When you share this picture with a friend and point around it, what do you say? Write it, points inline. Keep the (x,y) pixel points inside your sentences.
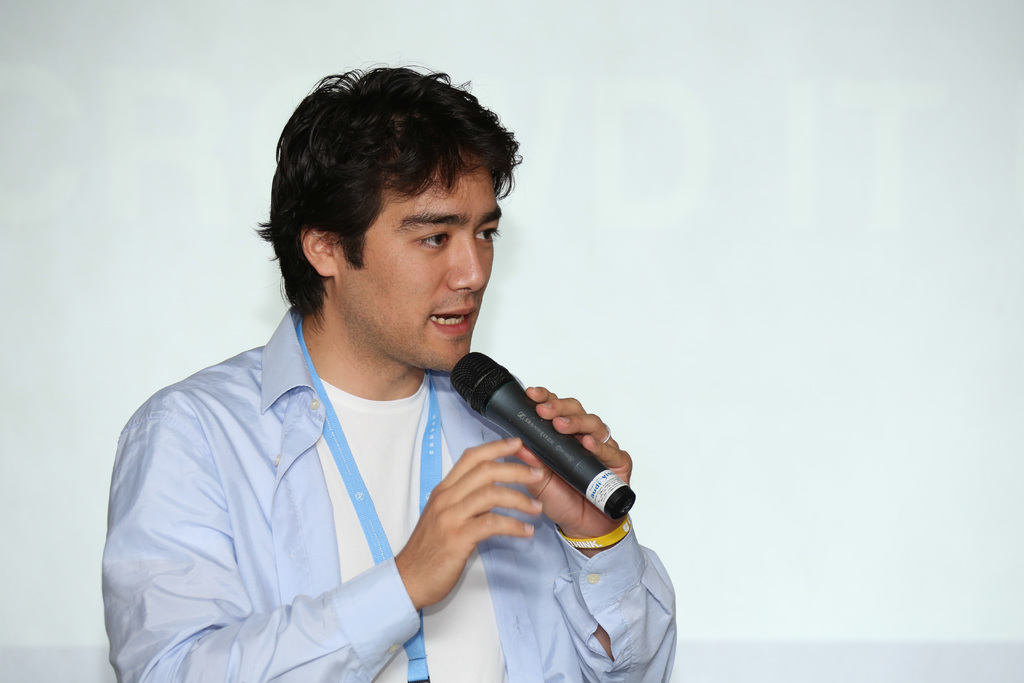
In this picture there is a man (380,409) who is holding the mic (489,393) in his left hand (575,428).
